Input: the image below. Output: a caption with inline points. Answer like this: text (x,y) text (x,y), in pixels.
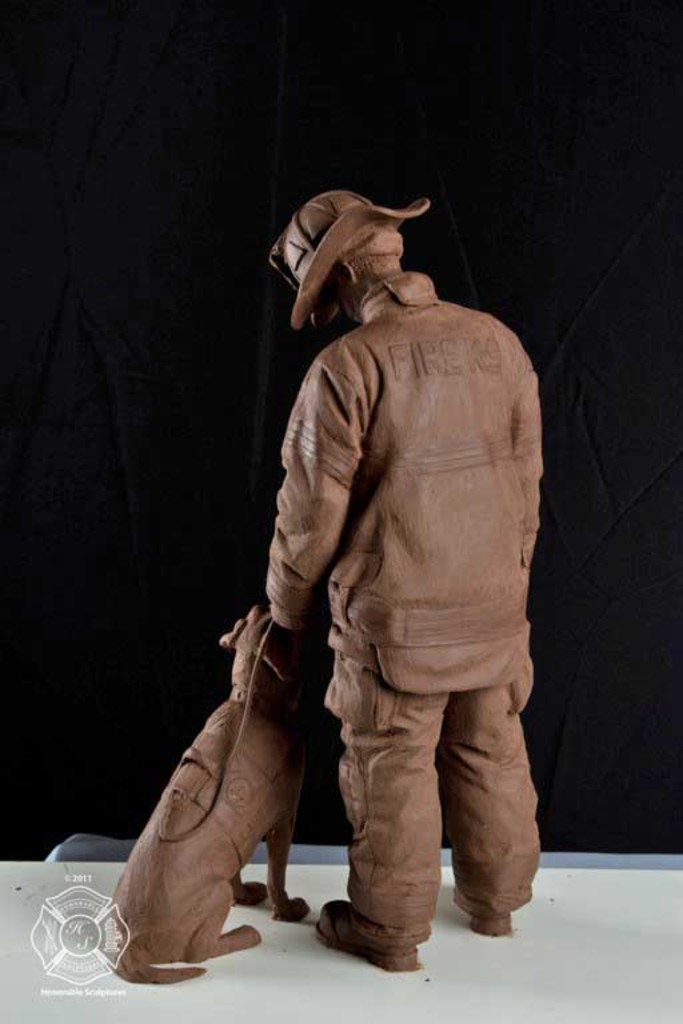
In this image I can see the statue (401,590) of the person (327,699) and animal (200,820). The statue (440,621) is having the dress (462,494) and hat (339,260). These are on the white color surface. And I can see the black background (242,323).
